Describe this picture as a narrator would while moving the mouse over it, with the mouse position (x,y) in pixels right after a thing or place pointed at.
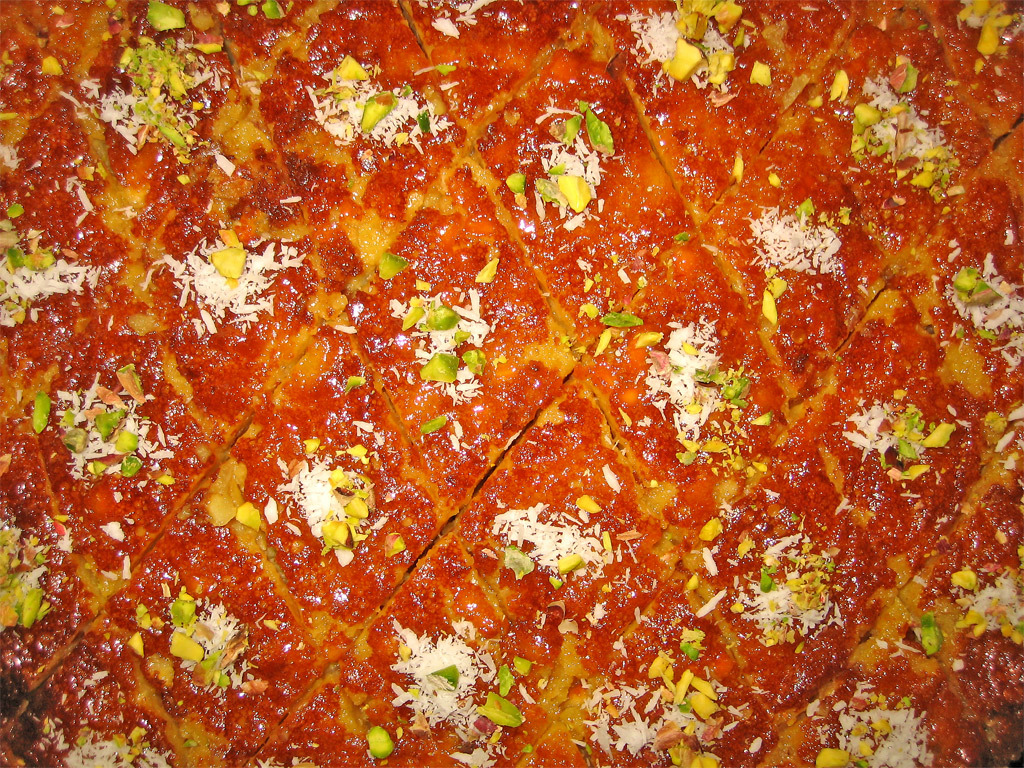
In this image I can see a food item (428,390) which is orange, yellow, green and white in color which is sliced into diamond shaped pieces (529,322).
